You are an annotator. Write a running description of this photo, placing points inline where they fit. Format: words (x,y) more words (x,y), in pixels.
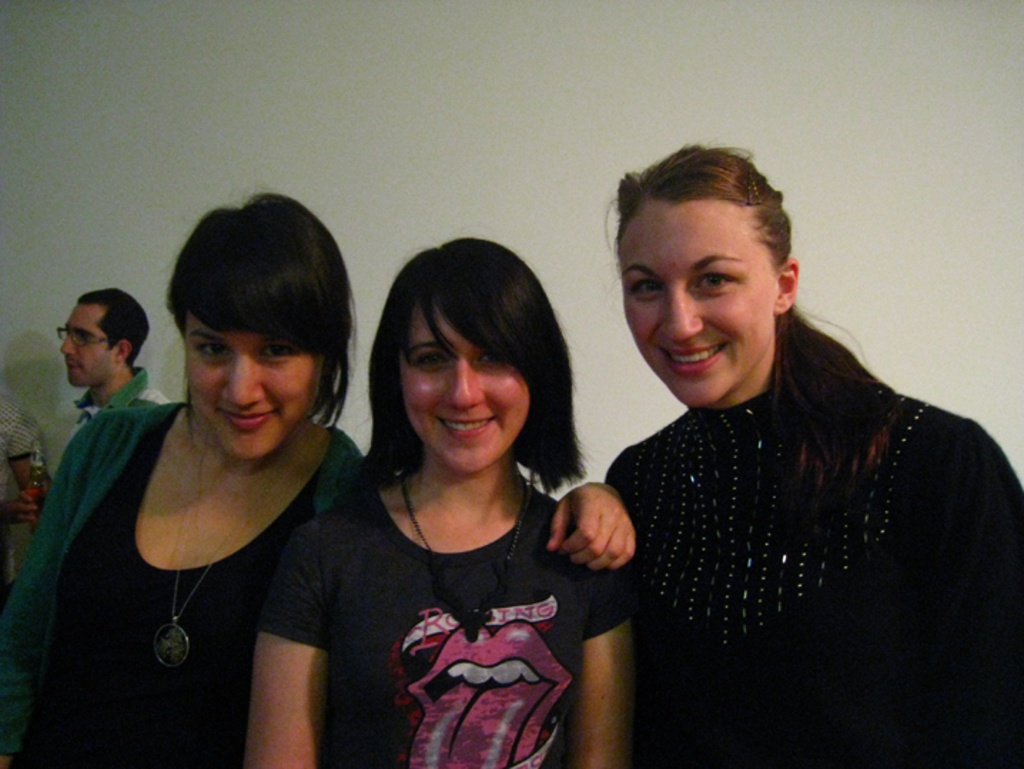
This picture is clicked inside. In the foreground (735,597) we can see the three women (287,529) wearing black color t-shirts (647,514), smiling and standing. In the background (608,114) there is a wall (62,420). On the left (108,407) we can see the two persons (95,369) seems to be standing.
